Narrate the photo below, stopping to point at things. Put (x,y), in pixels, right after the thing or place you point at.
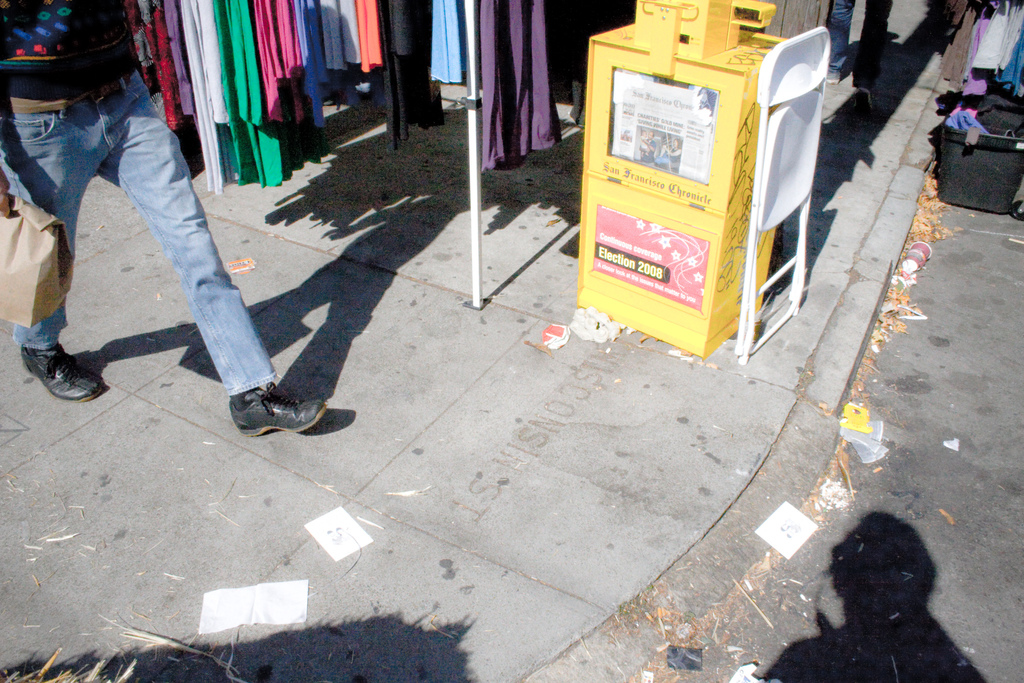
In the left top (118,84) I can see a person (84,186) is holding a bag (29,244) in hand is walking on the road (210,464). In the background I can see a chair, bags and clothes (287,43) are hanged on a stand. This image is taken during a day.
